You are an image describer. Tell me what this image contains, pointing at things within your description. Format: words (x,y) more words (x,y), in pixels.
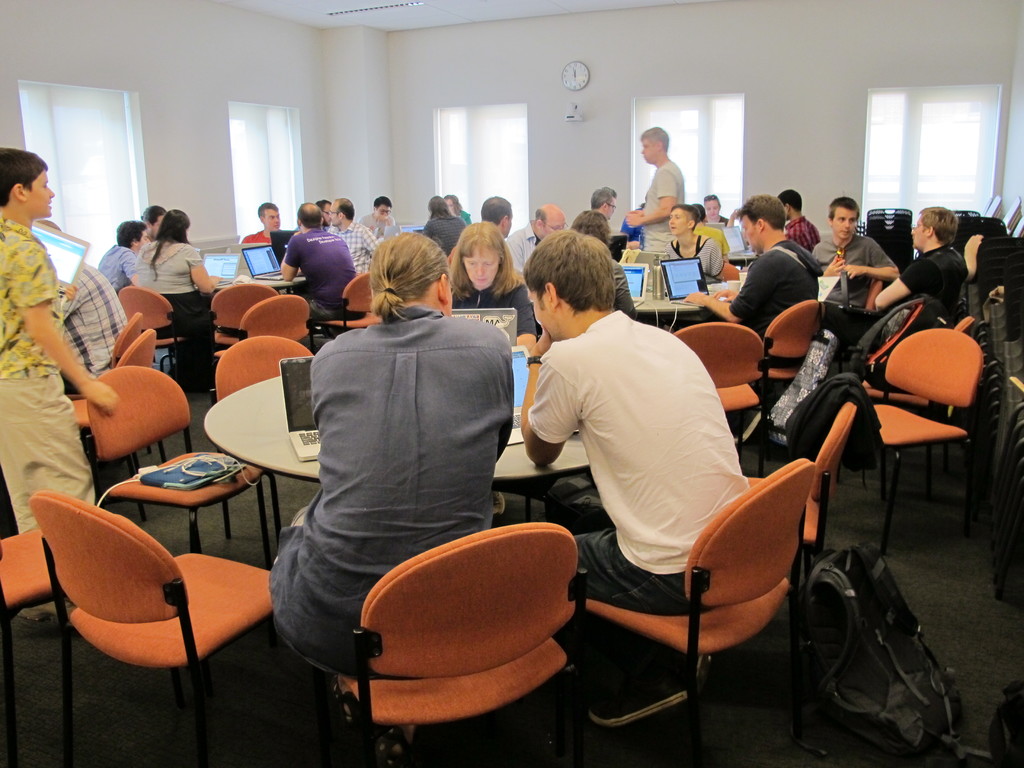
In this Image I see number of people (369,390) who are sitting on the chairs (951,347) and there are tables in front of them on which laptops (61,243) and other things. I can also see that these 2 (16,262) are standing and I see few bags (874,695). In the background (1006,9) I see the wall (789,103), a clock (574,80) and the windows (58,110).
